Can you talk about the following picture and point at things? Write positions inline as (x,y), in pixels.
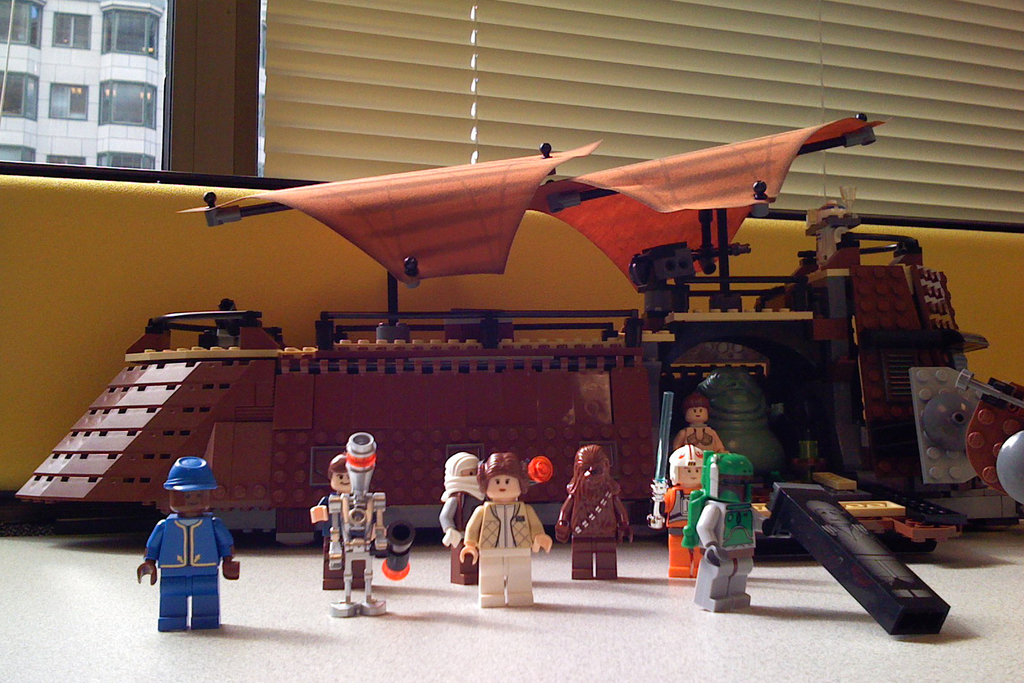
In this image, we can see toys (537,519) on the white surface (613,626). Here there is a vehicle (393,401). Background (289,261) we can see wall (321,264), windows (231,76), window shades (606,114). Here we can see glass (118,121). Through the glass (87,118) we can see the outside view (103,103). Here there is a building (99,108).
